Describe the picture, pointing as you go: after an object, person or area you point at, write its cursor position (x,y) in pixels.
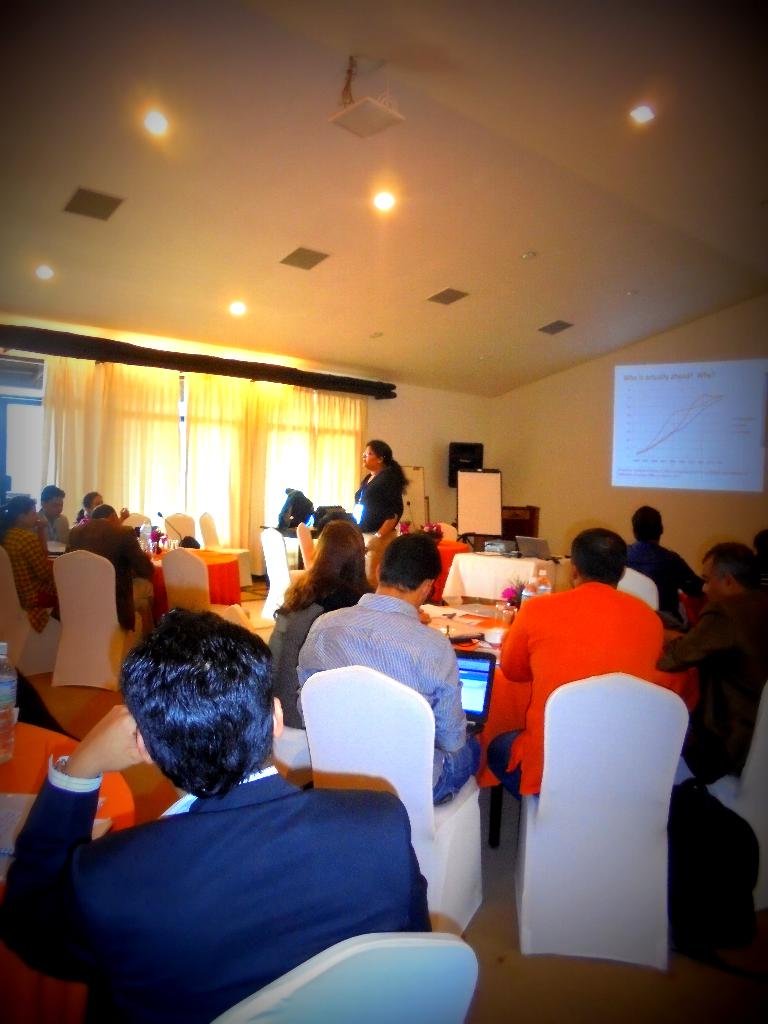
In this picture we can find some people (273,641) are sitting on the chairs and one woman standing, in the background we can find a curtain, screen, a wall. The ceiling (617,139) there are lights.
